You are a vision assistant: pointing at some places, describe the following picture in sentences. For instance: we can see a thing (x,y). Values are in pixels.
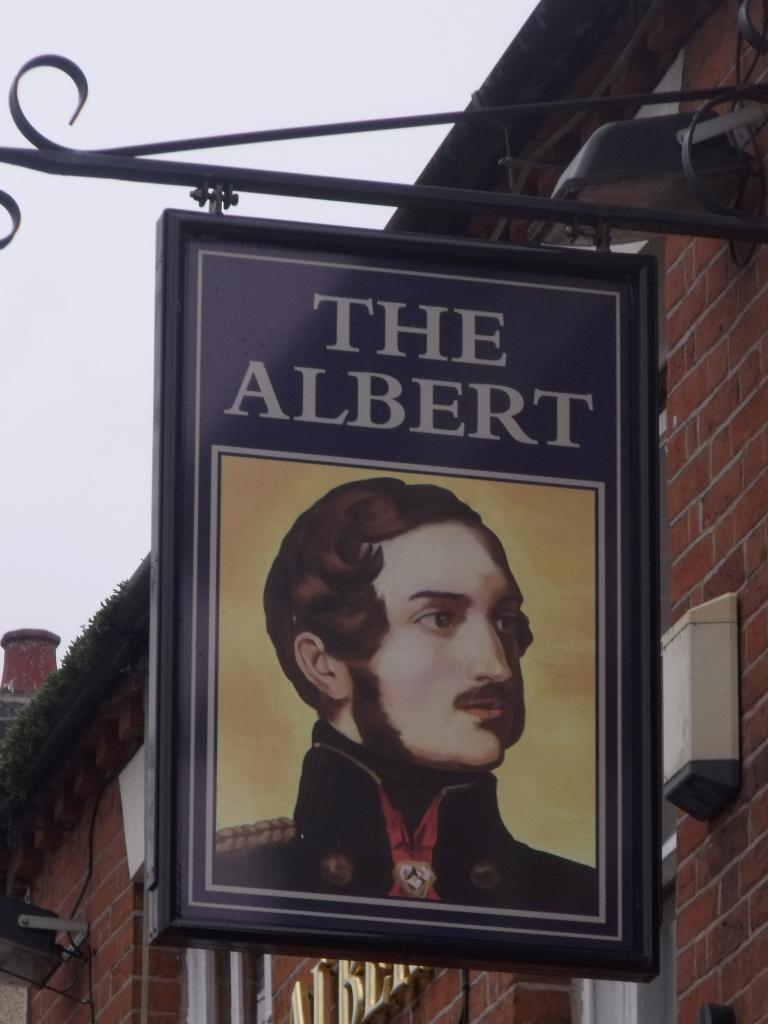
In this picture there is a poster (347,726) in the center of the image (432,596), on which it is written as ''the albert.''
